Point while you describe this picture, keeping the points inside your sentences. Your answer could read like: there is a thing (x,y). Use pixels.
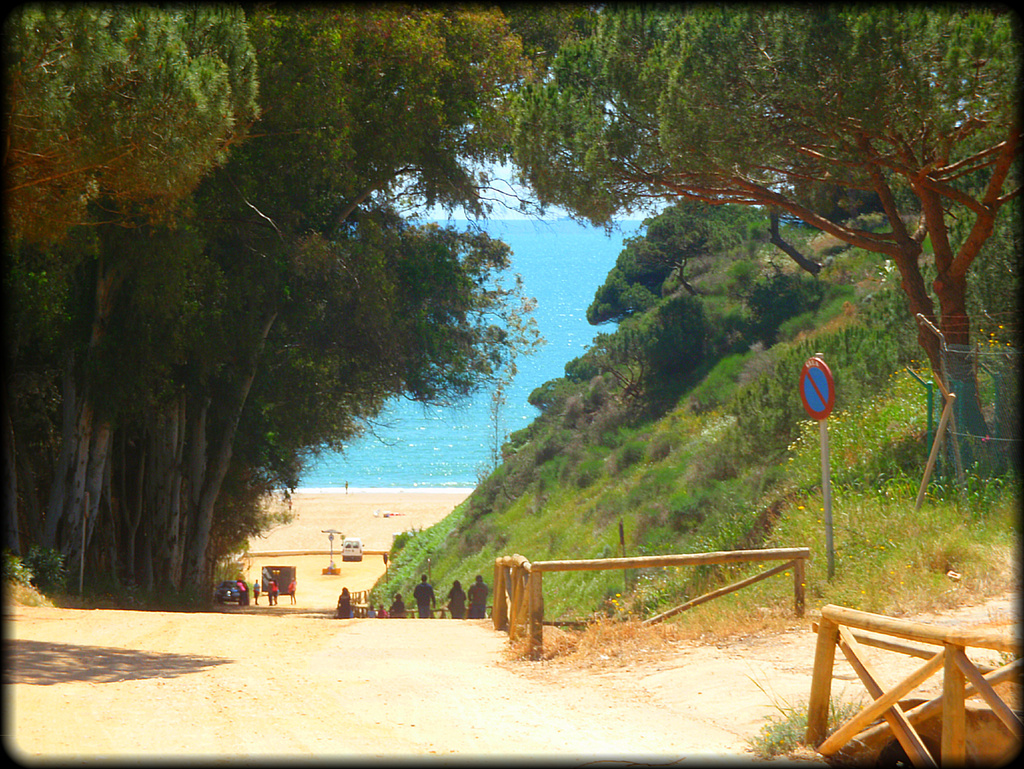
In this image we can see trees (930,311), plants (791,464), people (458,599), vehicles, fence (974,444) and other objects (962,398). In the background of the image (392,414) there is sand (411,522), water (493,390) and the sky (464,160). At the bottom of the image (506,691) there is the path (428,702) and wooden objects (855,621).
